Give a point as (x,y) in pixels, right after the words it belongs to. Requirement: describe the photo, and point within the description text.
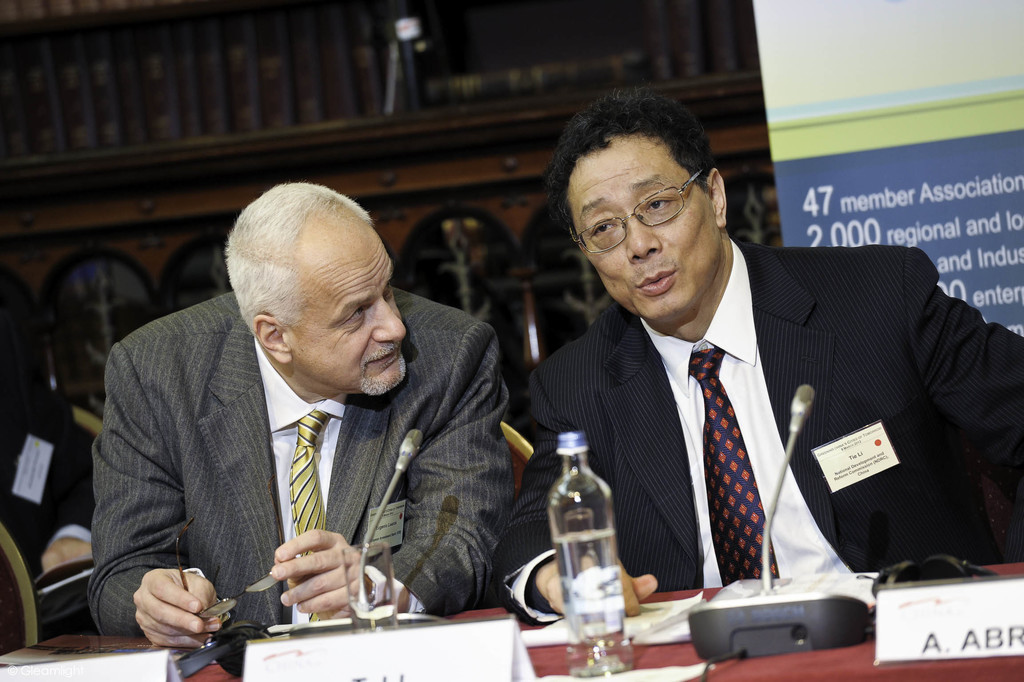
There are two members (631,355) sitting and talking in front of a table (922,676) on which a name plates (889,623), mics (747,632) and water bottles (569,645) were placed. One is wearing spectacles (666,207). In the background (834,124) there is a poster (844,116) and a wall (255,158).
